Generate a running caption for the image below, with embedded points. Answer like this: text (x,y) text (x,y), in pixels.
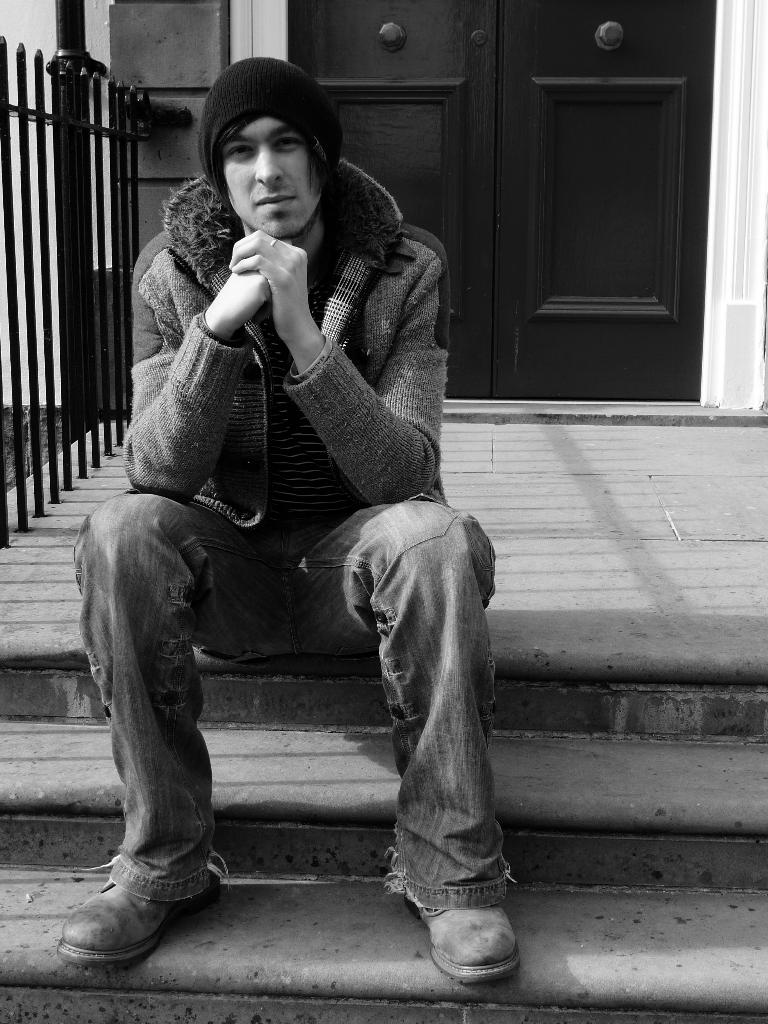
In the image we can see there is a person (318,626) sitting on the stairs (339,667), behind there is a door (537,132) and the image is in black and white colour.
